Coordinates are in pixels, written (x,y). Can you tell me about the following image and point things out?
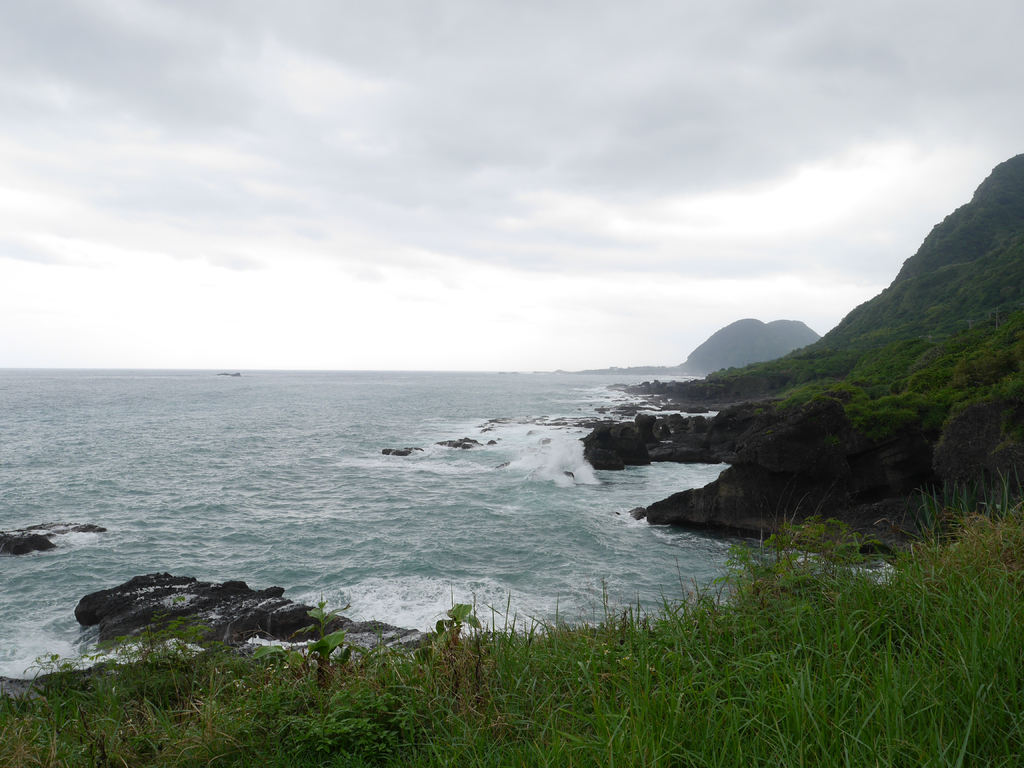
In this image, we can see some water (459,540), stones (780,457). We can see some grass (1012,659) and hills (926,345). We can also see the sky (518,315) with clouds (525,331).
